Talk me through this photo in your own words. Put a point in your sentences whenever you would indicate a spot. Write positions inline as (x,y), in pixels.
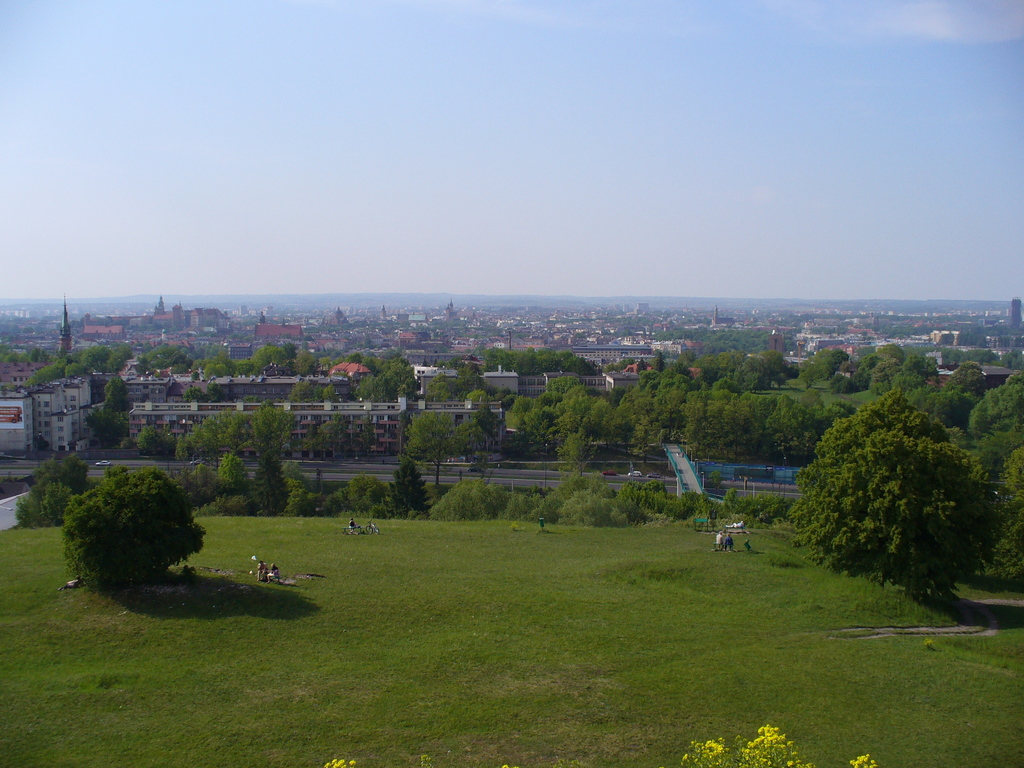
In this image there are trees (957,464) and we can see buildings (135,395), towers (65,326), hills (510,303) and sky (549,270). At the bottom (356,598) there are people (354,524) and grass (533,693).
